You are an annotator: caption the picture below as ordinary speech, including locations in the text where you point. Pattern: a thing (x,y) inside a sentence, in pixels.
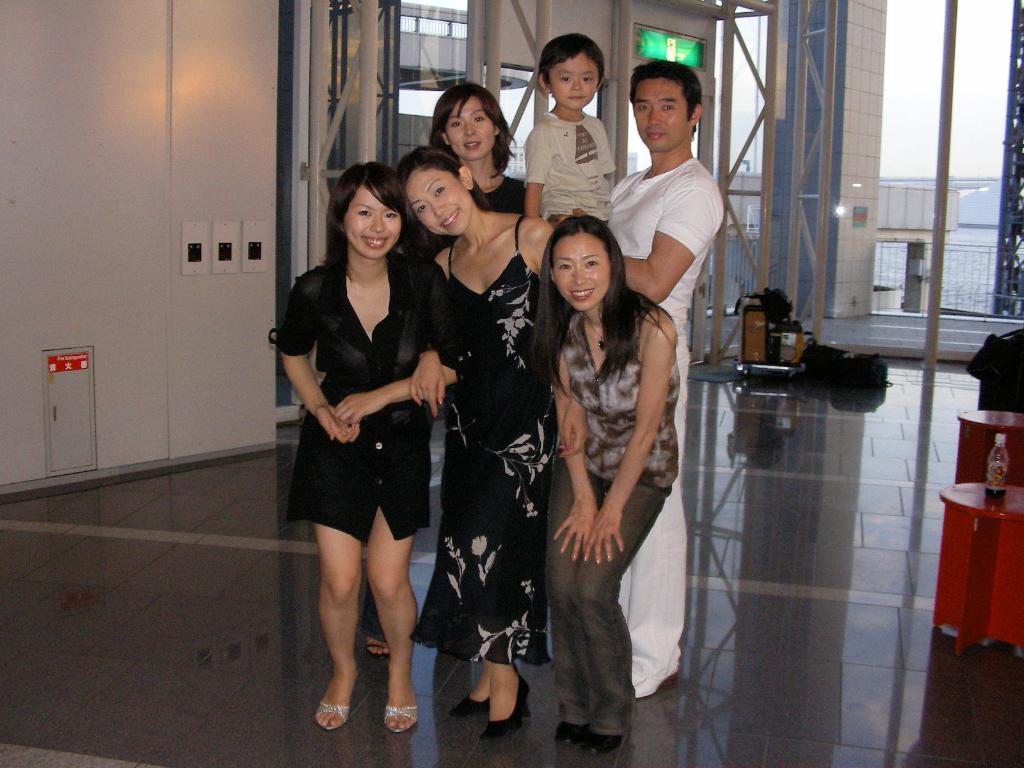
In this image I can see group of people (498,388) standing. In front (361,314) the person (329,368) is wearing black color dress (332,343), background (818,88) I can see few poles (363,32) and the glass wall (951,325) and I can also see the bottle (993,487) on the table (967,486) and the sky (934,91) is in white color.
